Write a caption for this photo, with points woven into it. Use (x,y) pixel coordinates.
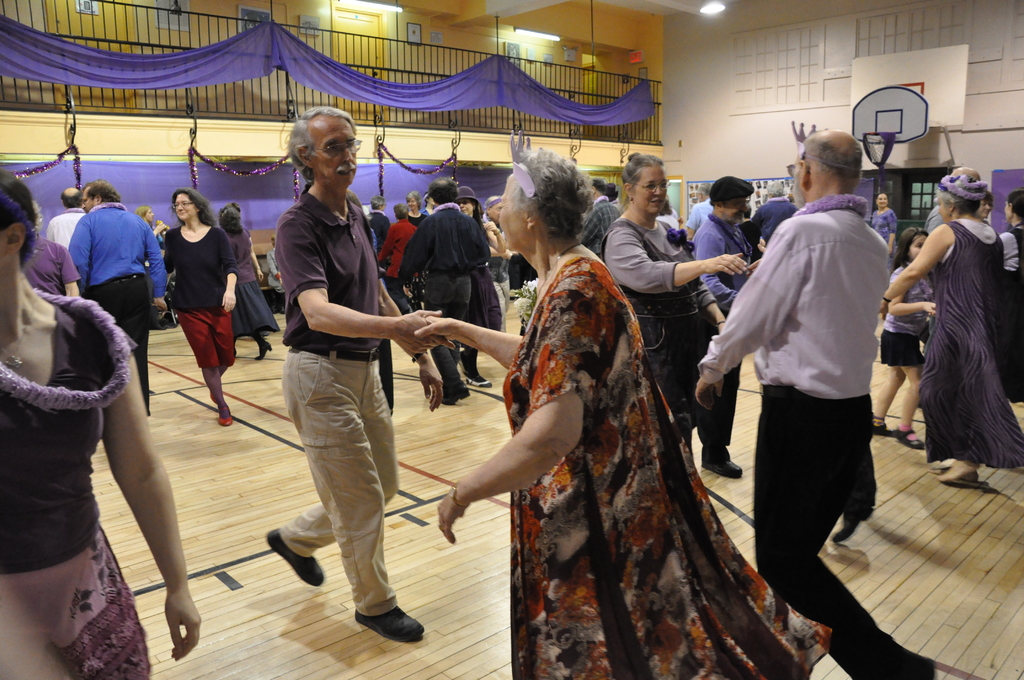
This image consists of many people (604,380) dancing. In the front (495,344), there is an old woman (487,334) dancing. At the bottom (307,623), there is a floor (216,534). In the background (157,85), there is a railing (327,75) covered with a blue cloth (650,107). To the right (868,78), there is a basketball board (881,74).
